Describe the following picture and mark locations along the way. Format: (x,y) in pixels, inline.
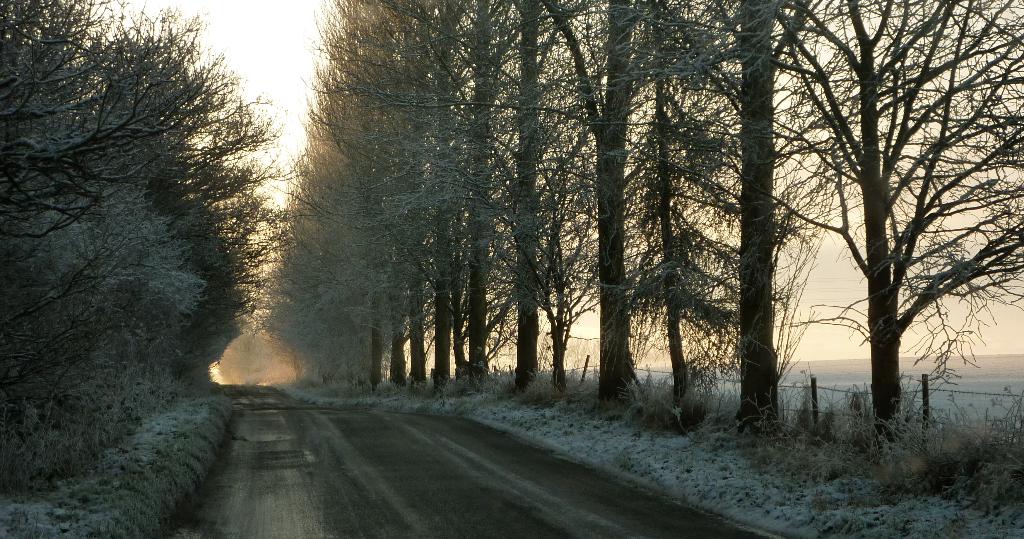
In the foreground of the picture (623,503) there are plants (766,501), road (404,503) and trees (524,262). In the center of the picture (494,208) there are trees (319,258). On the right (1023,373) it is field (903,364).
